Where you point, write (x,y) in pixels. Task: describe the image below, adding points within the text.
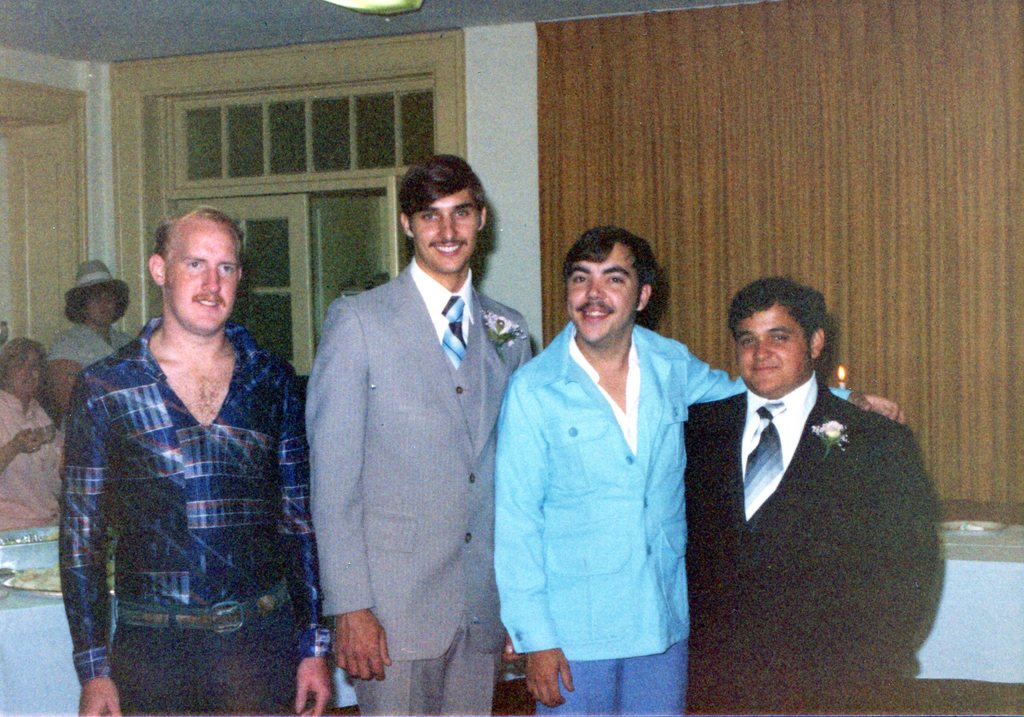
In this picture we can see four men (841,558) standing and smiling and in the background (634,175) we can see a curtain (632,157), door (24,184) and two persons (15,359).
